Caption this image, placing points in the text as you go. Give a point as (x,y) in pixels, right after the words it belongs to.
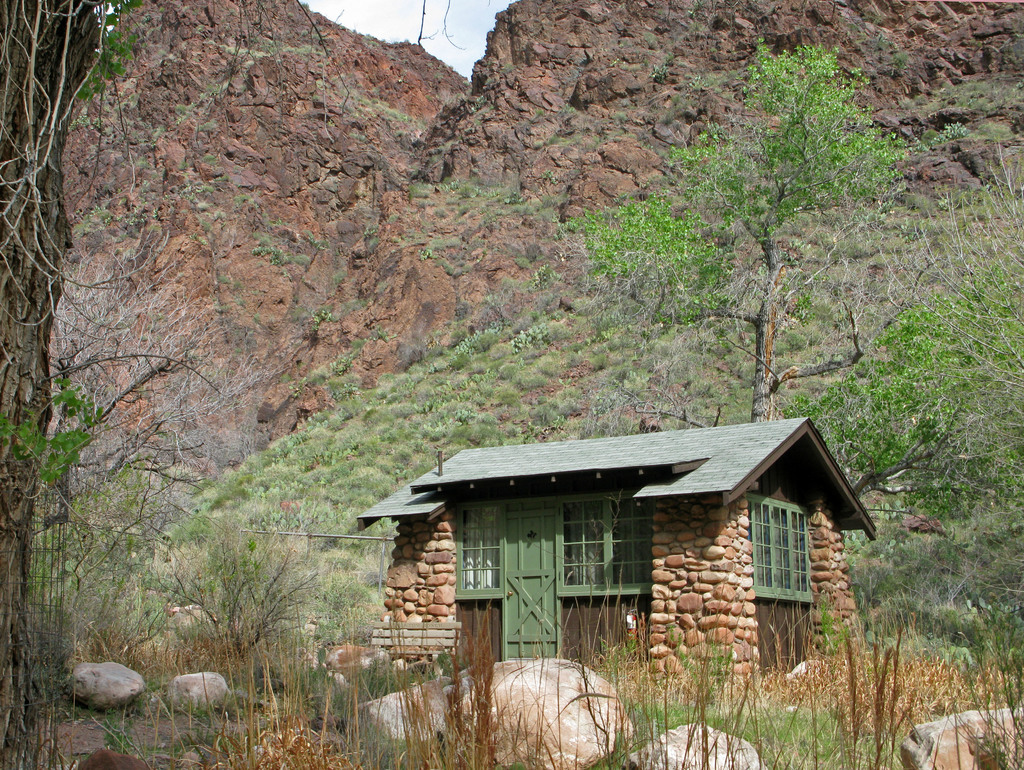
In this picture we can see a house (662,608) with door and windows (634,588). In the background (716,214) we can see trees (716,189), rock (573,372), sky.
